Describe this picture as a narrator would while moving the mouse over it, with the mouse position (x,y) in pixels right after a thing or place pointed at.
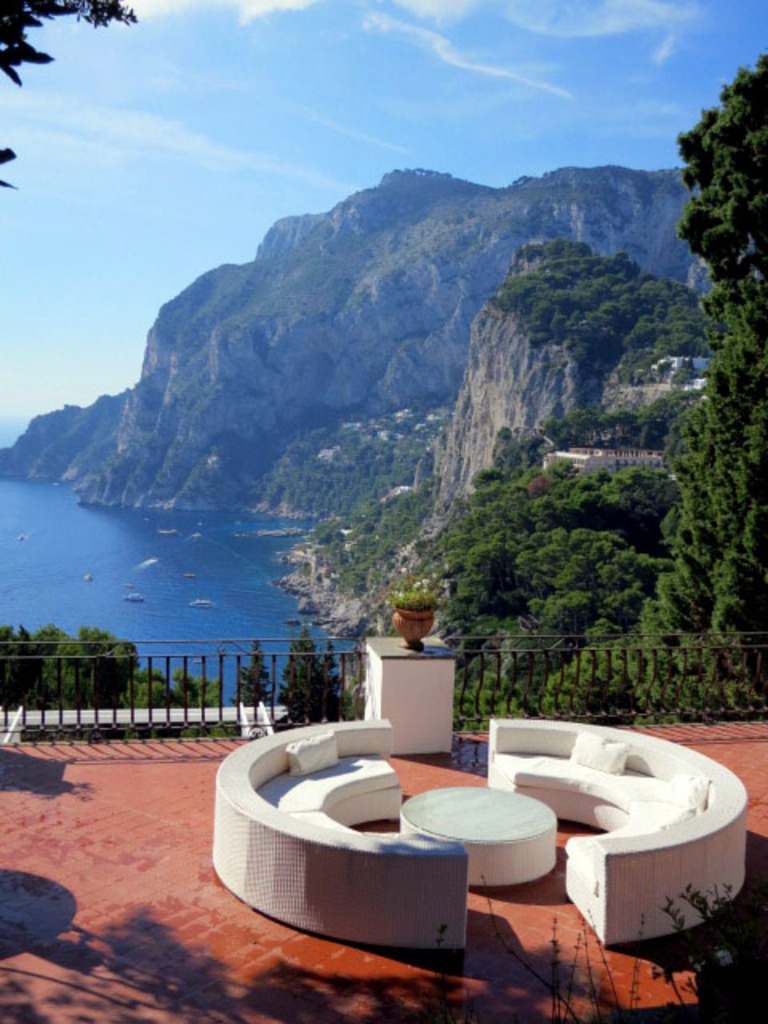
In this image we can see sofas (558,792), pillows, table (441,834), floor (44,960), railing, plants (559,998), trees (327,643), water (39,515), building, and boats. In the background (756,40) we can see hills (522,256) and sky (358,143) with clouds (617,7).
